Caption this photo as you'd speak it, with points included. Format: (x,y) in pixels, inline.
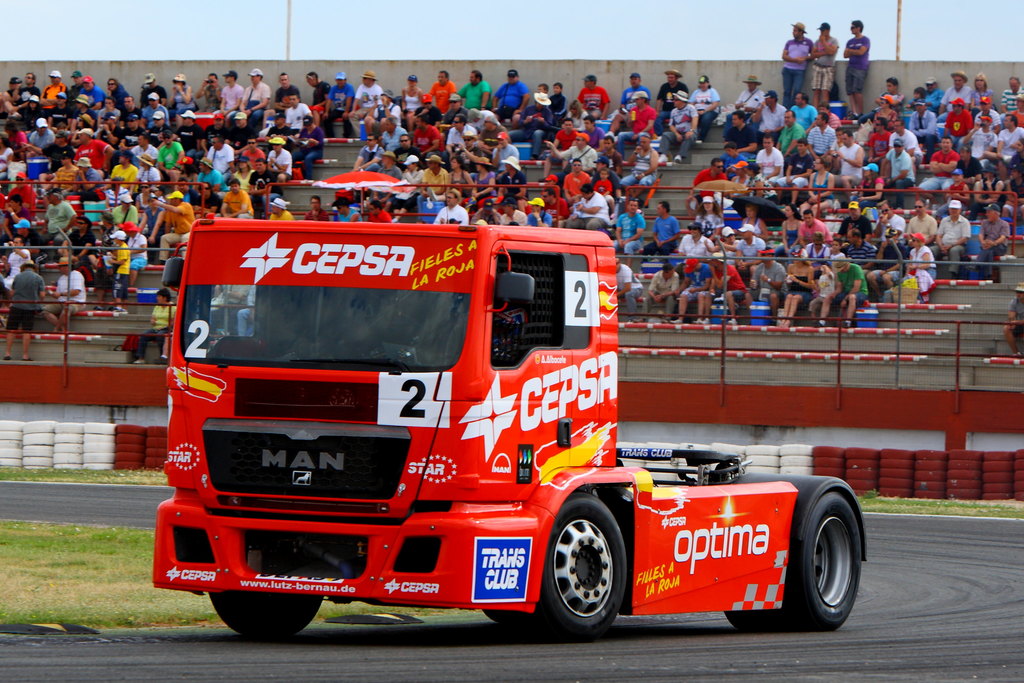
In this picture I can see a red color truck (548,335) in front (441,522) and I can see few words (303,273) and numbers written on it. In the middle of this picture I can see the grass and the tires (44,427). In the background (148,214) I can see the fencing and number of people (510,162) sitting and I see 3 men (796,26) on the right (791,30) who are standing and I see the sky (847,33).
